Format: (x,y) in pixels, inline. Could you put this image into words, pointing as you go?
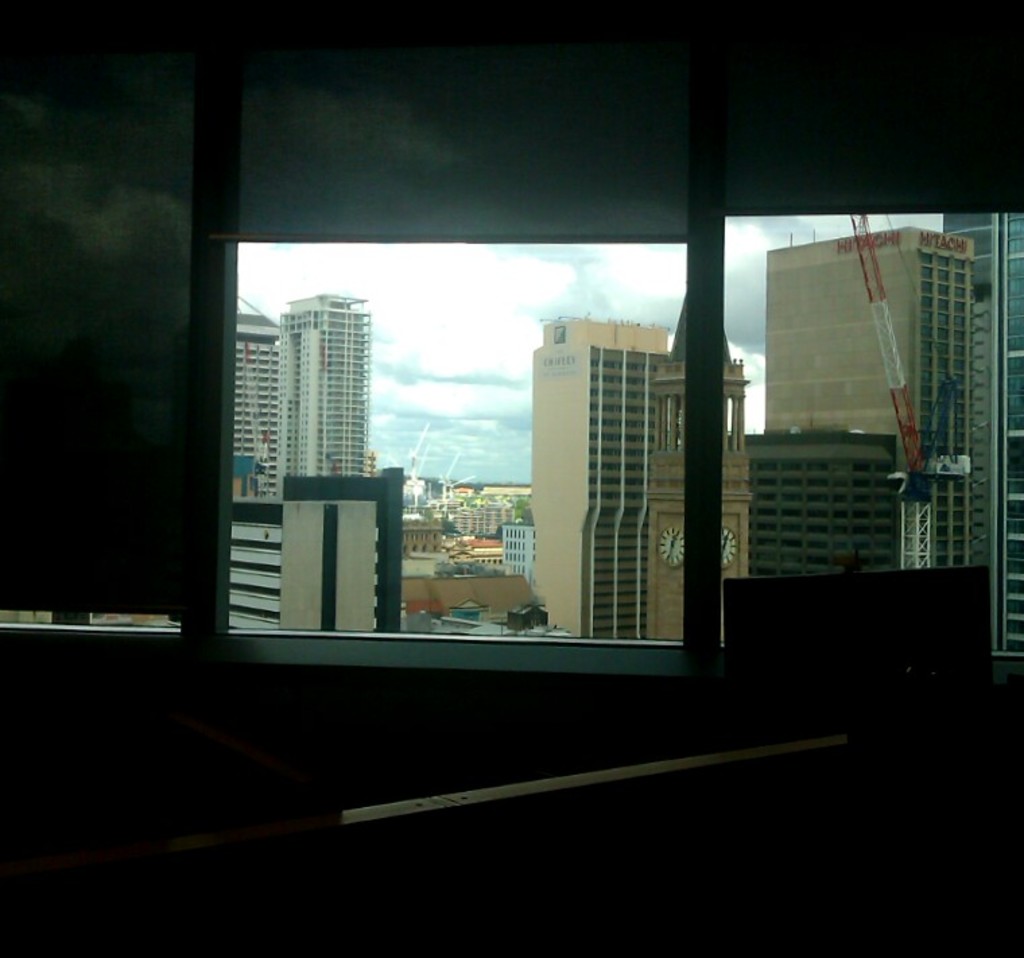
In this image I can see few windows (438,334), background (769,459) I can see few buildings (765,442) in white, cream and brown color, trees (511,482) in green color and the sky (444,351) is in blue and white color.
